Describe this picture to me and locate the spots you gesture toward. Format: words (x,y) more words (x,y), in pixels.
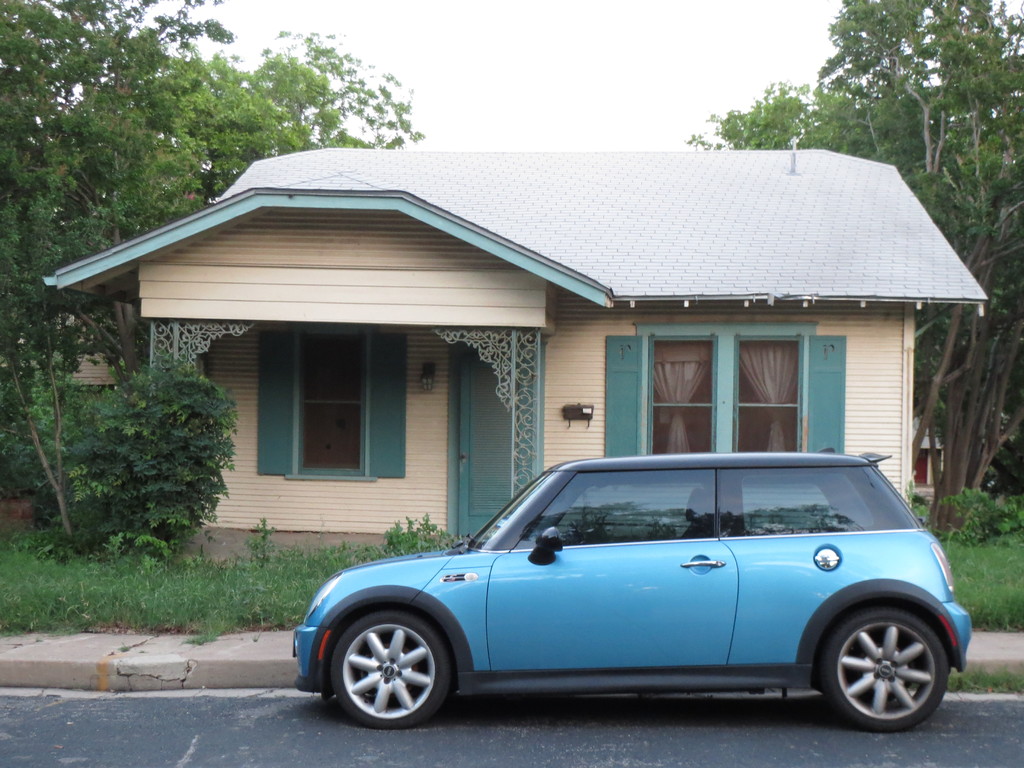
In this image we can see the car (644,649). And we can see the road (446,734). And we can see the grass (19,600). And we can see the house (688,327). And we can see the trees (75,182). And we can see the sky (560,53).
